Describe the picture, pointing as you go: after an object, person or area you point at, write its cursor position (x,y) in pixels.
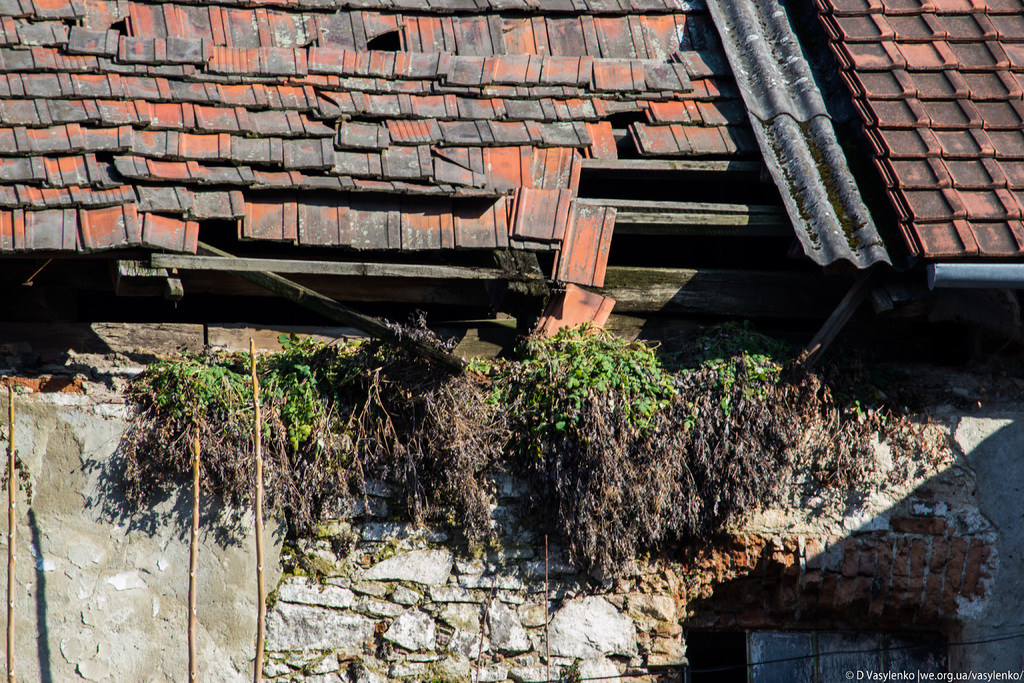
In the image we can see there is abandoned roof (492,202) of the building (675,176) and there are dry plants (507,441) on the wall (522,515).
